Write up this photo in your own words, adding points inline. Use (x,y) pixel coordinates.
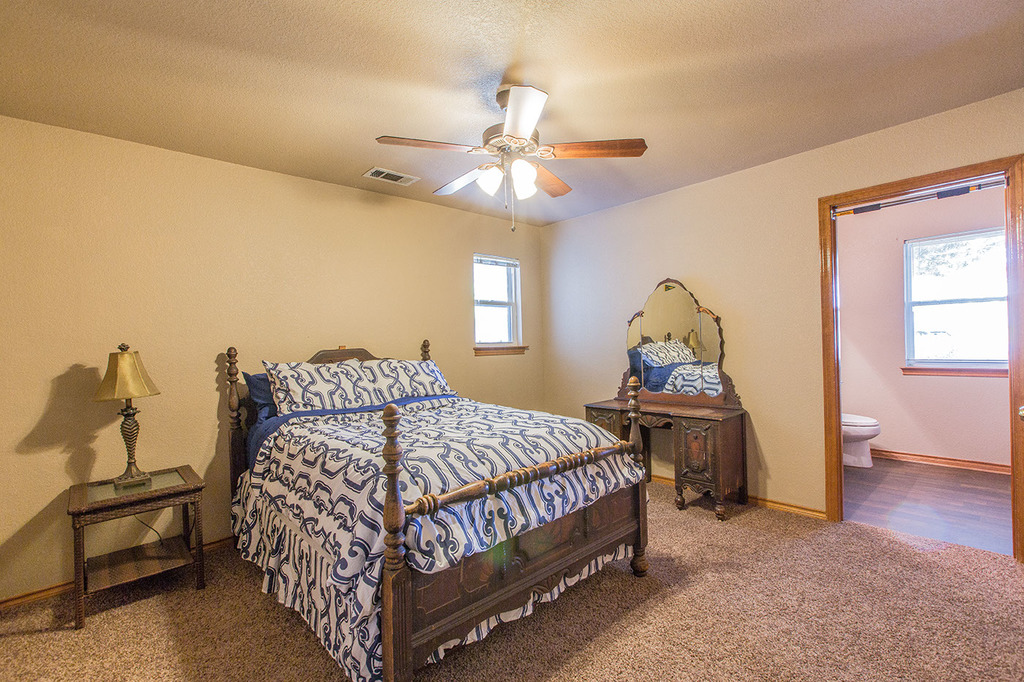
This image is taken indoors. At the top of the image (294,92) there is a ceiling (574,91) with a fan (493,176). In the background (417,315) there are two walls (938,380) with windows (942,323). At the bottom of the image (714,616) there is a mat (617,632) on the floor (222,657). In the middle of the image (456,403) there is a bed (447,491) with a bed sheet (313,499) and pillows (396,396) on it. There is a table (199,496) with a lamp (117,372) on it. There is a dressing table (671,378). On the right side of the image (847,450) there is a toilet seat (864,420) on the floor (872,483).
